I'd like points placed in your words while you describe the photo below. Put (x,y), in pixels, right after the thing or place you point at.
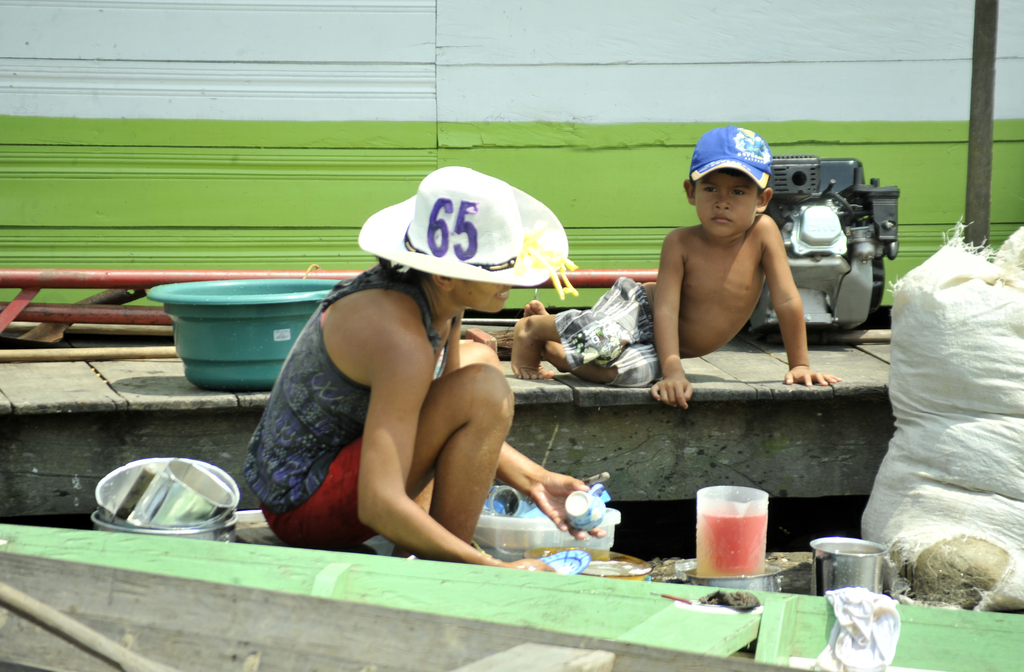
Here I can see a woman (355,380) sitting and washing the bowls (590,501). In front of her I can see a bag (947,436). Beside her a boy (704,292) is sitting on a bench (728,369) and looking at this woman (440,300). I can see caps (503,226) on their heads (483,290). At the back of this boy (751,239) there is a machine (819,280). around this woman (336,405) I can see some bowls (185,514) and a basket (243,315). In the background (223,64) there is a wall (352,96).
